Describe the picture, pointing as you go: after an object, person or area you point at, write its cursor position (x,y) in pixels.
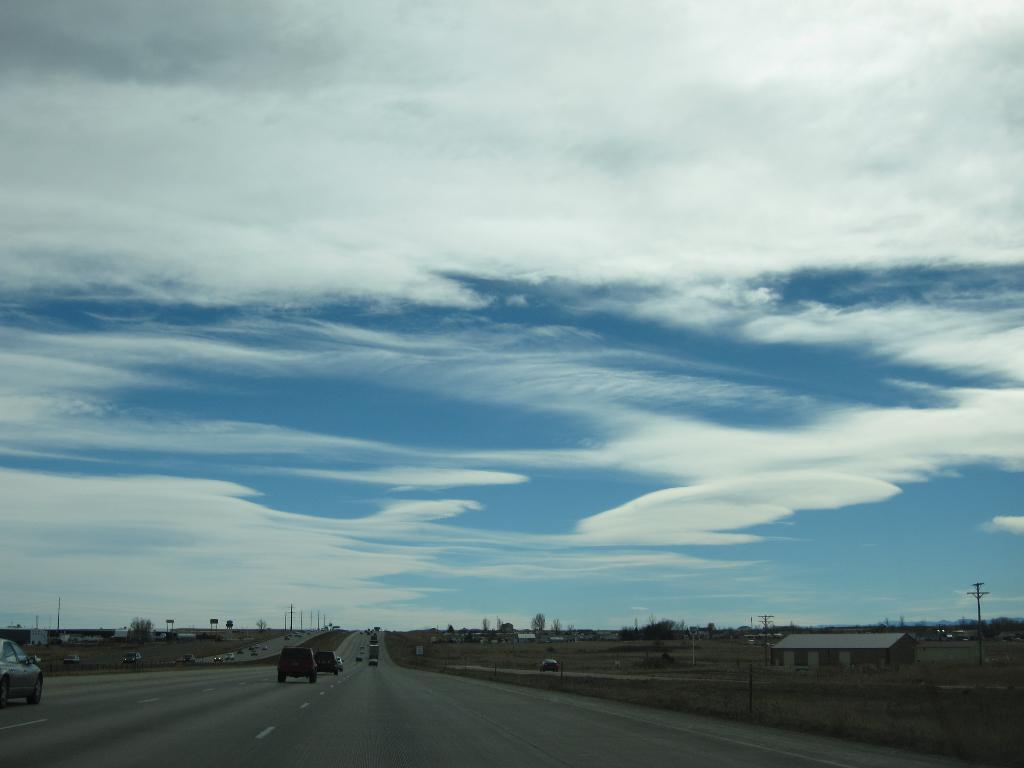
In this image we can see motor vehicles (372,627) on the road (445,692), barrier poles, sheds (828,657) on the ground (725,660), electric poles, information boards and sky (565,268) with clouds (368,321).
